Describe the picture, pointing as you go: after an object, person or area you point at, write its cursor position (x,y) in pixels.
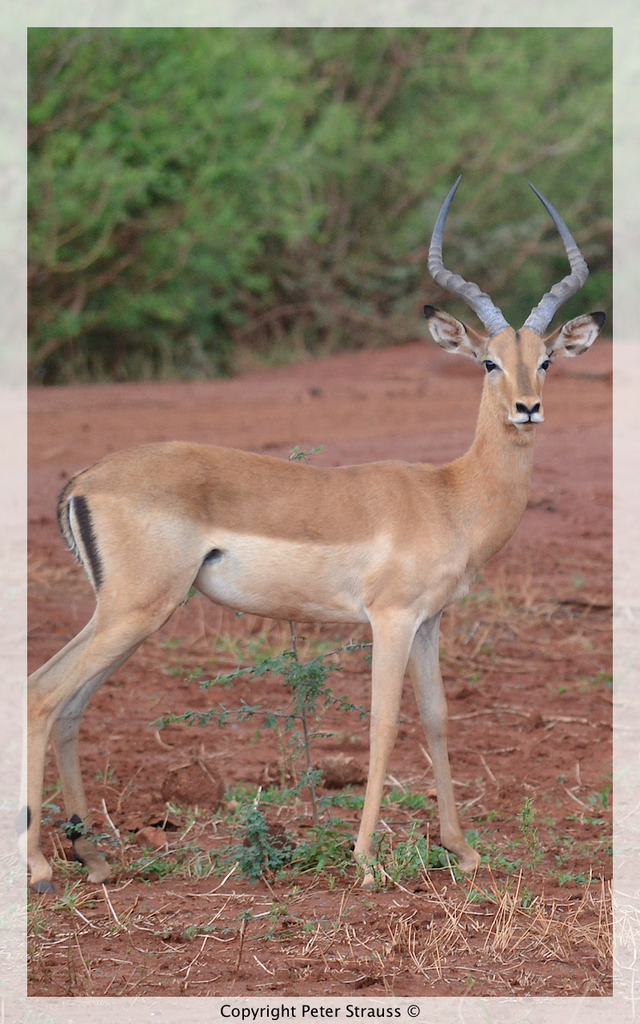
This is a photo. In the center of the image (410,526) we can see an impala (262,552). In the background of the image (249,748) we can see the ground (329,658) and plants (528,821). At the top of the image (313,110) we can see the trees (313,110). At the bottom of the image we can see the text (362,1012).
